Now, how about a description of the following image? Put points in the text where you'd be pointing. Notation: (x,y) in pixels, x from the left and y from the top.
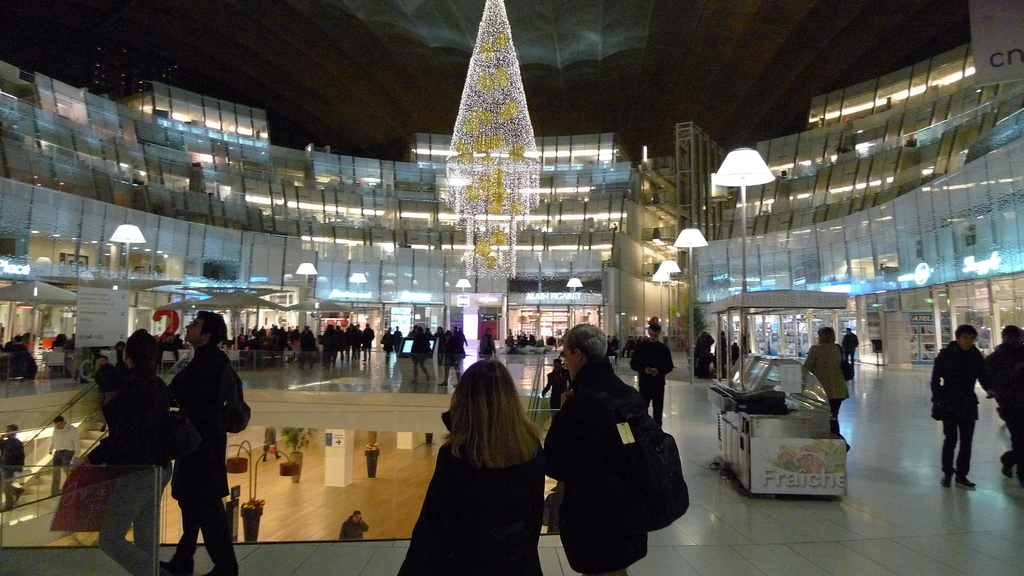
In this image we can see some group of persons (448,379) walking on the floor (855,389) there are some stores (799,409) and in the background of the image (498,280) we can see glass building (608,249), lights (566,217) and some decoration (513,148) in the middle of the image (494,252), there are stairs (81,454) on left side of the image (86,436).
